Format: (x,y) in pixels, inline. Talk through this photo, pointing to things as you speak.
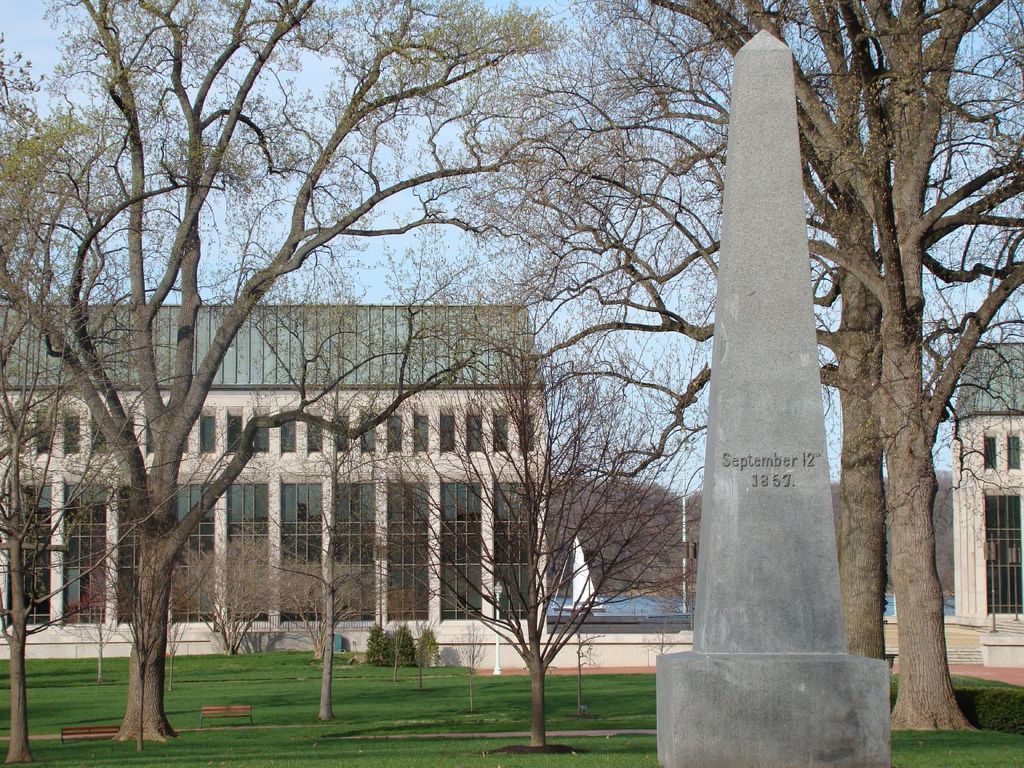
In this image we can see the building (347,440). And we can see the windows (413,555). And we can see the concrete pillar (737,604). And some text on the pillar (761,389). And we can see the grass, trees (931,704), plants (409,640).
